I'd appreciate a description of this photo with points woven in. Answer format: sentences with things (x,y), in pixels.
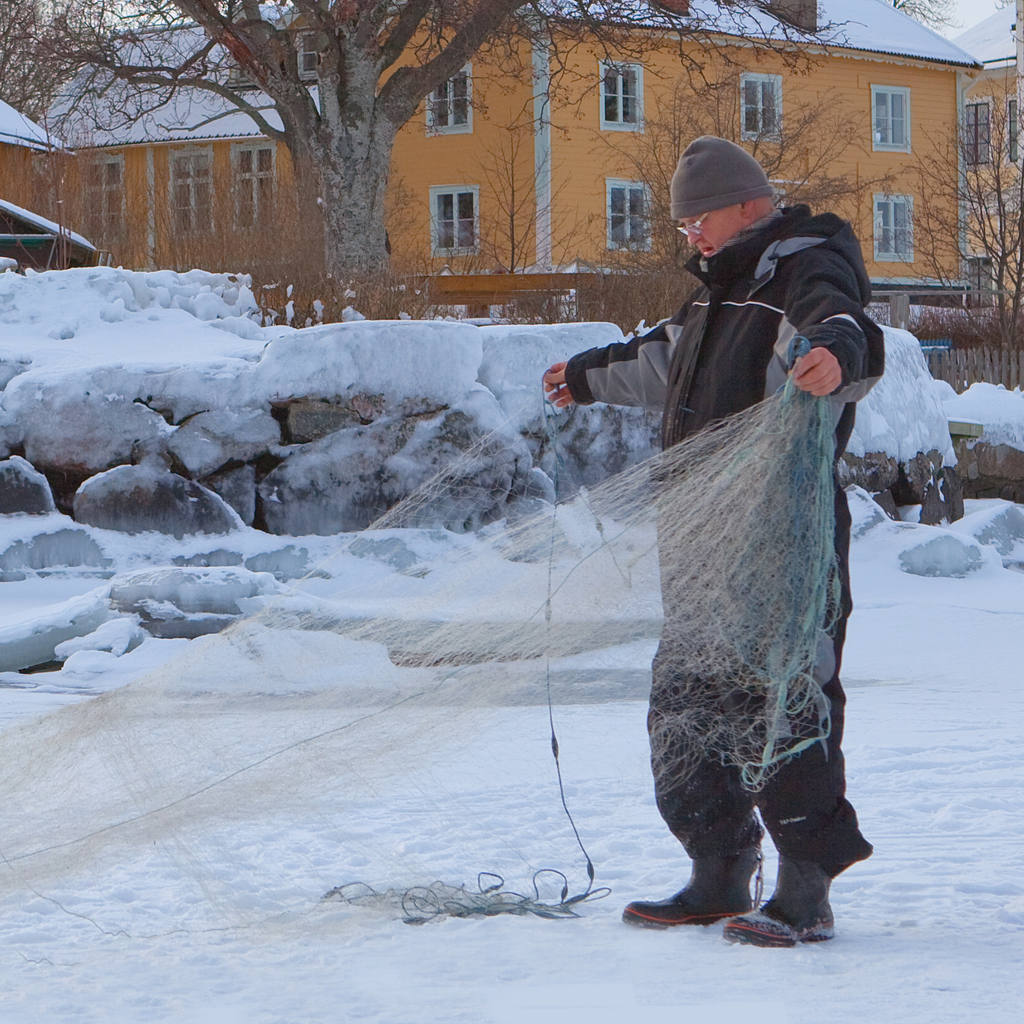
At the bottom of the image (650,881) there is snow (26,937). In the middle of the image (631,504) a person (676,354) is standing and holding a net (700,473). At the top of the image (4,31) there are some stones (253,357) and trees (347,273). Behind them there are some buildings (1000,251).
